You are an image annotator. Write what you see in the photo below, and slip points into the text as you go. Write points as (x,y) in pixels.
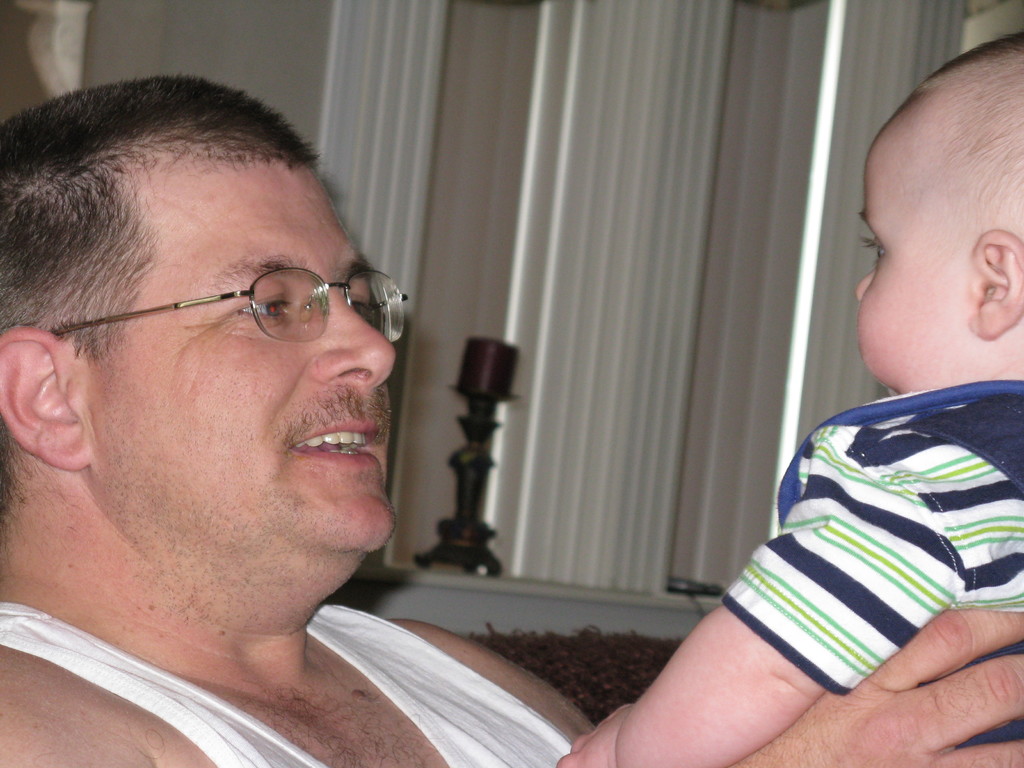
in this picture we can see a man (325,569) holding a kid (958,602), this man (147,581) wore spectacles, there is something present in the background (479,416).
